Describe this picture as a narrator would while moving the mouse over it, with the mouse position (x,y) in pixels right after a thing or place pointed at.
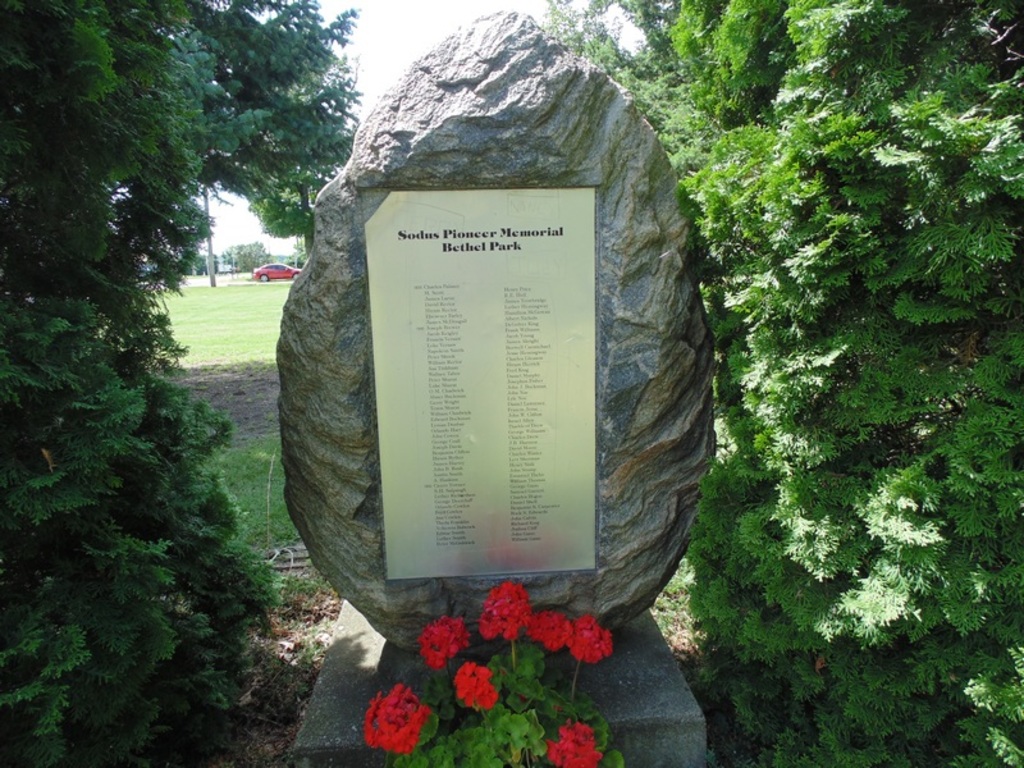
In this image we can see a tombstone (389,651) there are some flowers (404,707) which are red in color in front of stone (360,326), there are some trees (59,10) on left (80,251) and right side of the image (878,205) and in the background of the image (277,271) there is some grass (204,296), red color car (262,270) and clear sky (224,241).
